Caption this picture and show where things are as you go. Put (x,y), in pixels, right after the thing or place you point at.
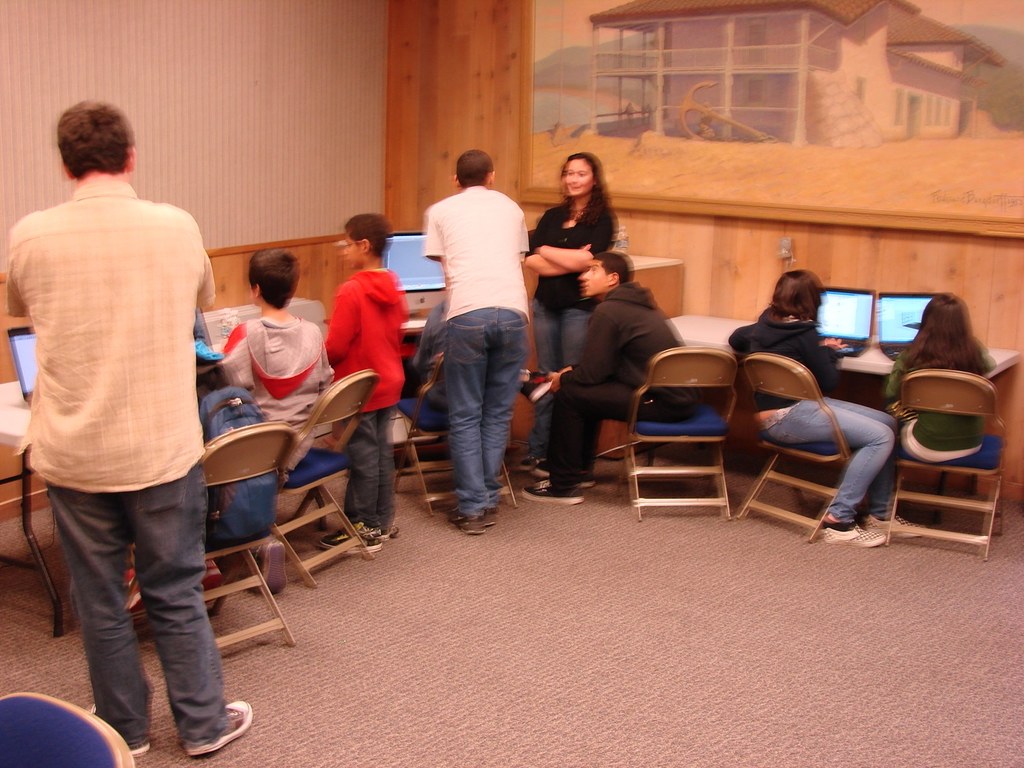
In this image we can see some of the people (889,388) sitting on a chairs (246,464) and looking at their laptops (851,323), on the left side of the image (183,528) a man (111,436) standing and looking at something, in the middle (490,348) there is a man (510,291) and woman (576,221) standing, in the background (780,175) we can see a portrait of house (834,127).
